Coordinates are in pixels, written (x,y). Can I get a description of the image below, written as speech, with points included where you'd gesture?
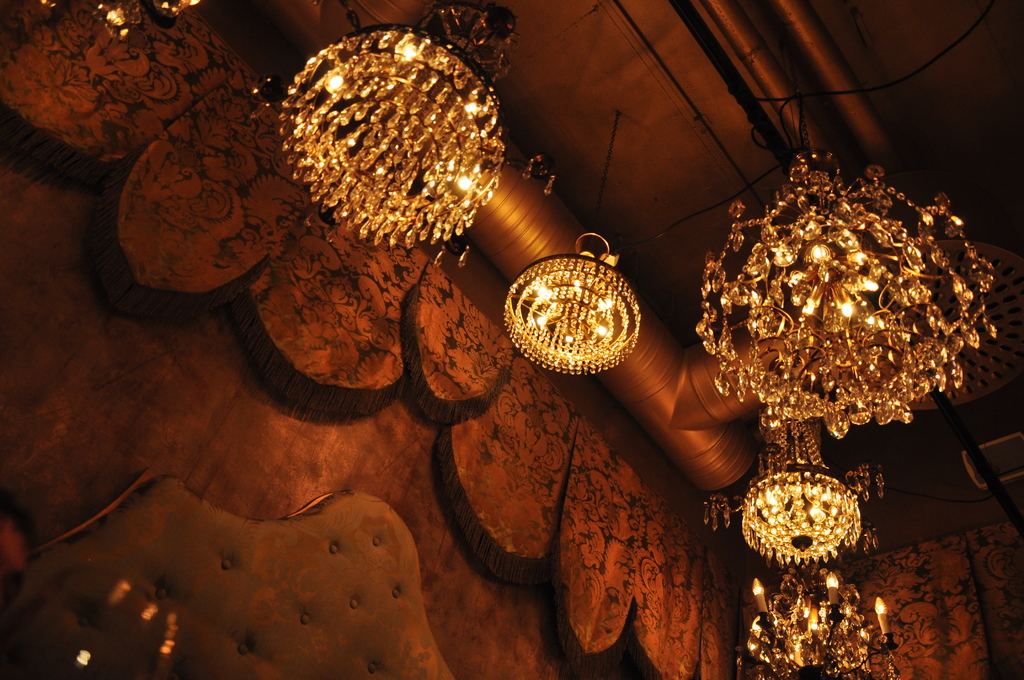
In this image we can see ceiling lights (778,667), wall (296,439), decorative items (595,468), pipe (721,11), and poles (736,9).
